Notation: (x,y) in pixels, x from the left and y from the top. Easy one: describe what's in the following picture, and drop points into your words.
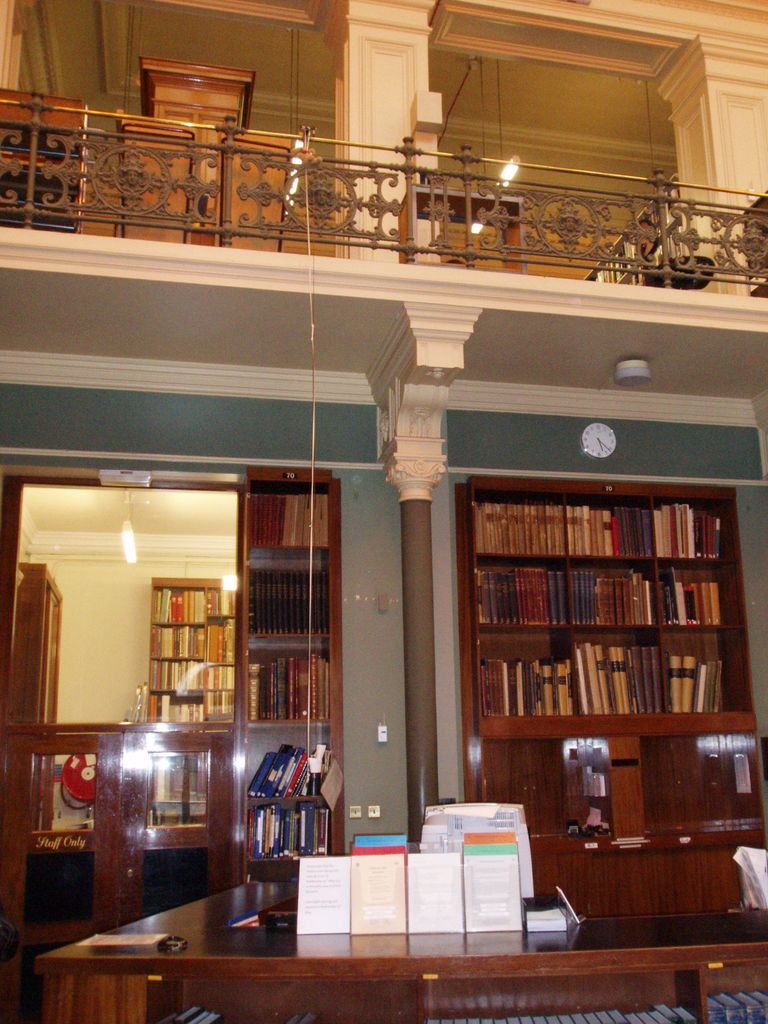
In the image we can see on the table (200,927) there are books (469,903) and there are bookshelves (512,635) at the back (585,664).
